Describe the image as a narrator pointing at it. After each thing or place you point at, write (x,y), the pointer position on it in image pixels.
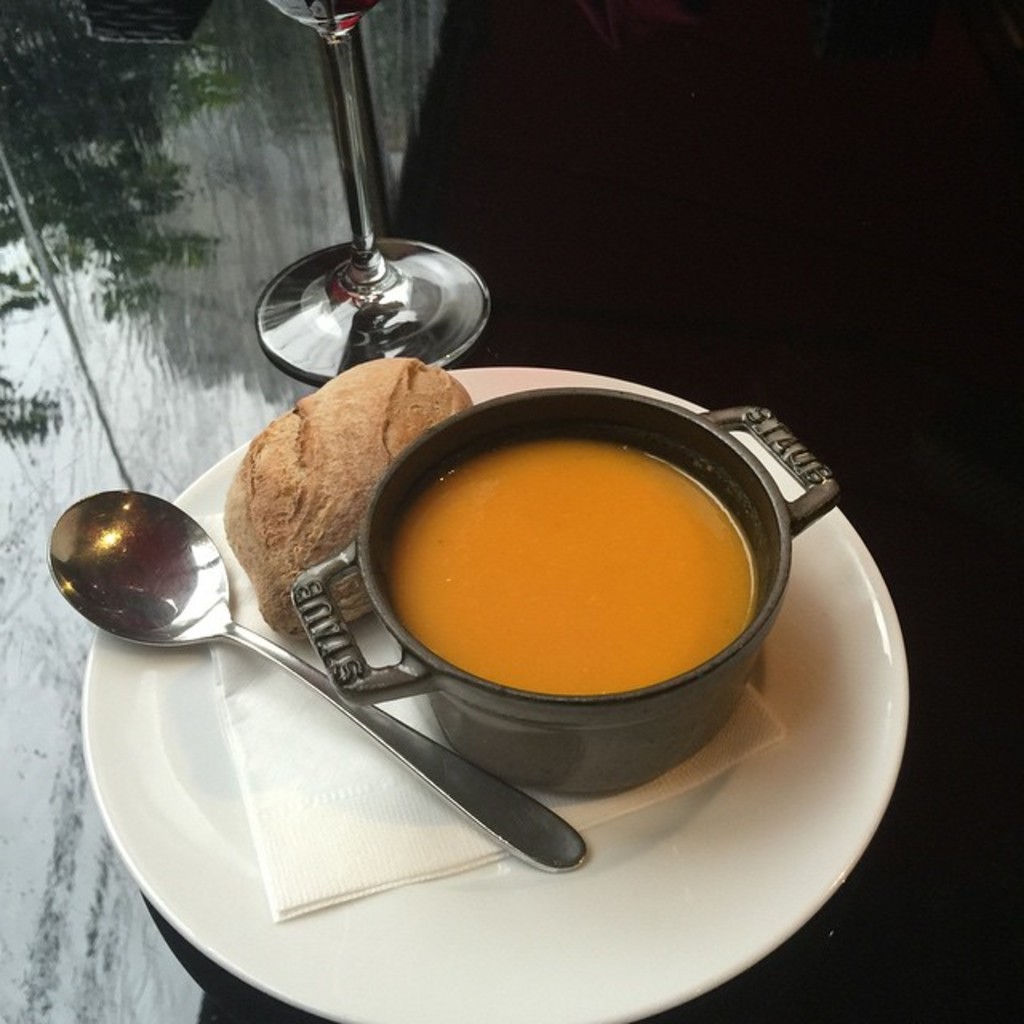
In this image there is a plate (470,923) on which there is pot (616,733) of soup (590,578) and there is a spoon (144,607) beside it. In the background (406,281) there is a glass (354,224). Beside the pot (342,573) there is some food item (318,480).
